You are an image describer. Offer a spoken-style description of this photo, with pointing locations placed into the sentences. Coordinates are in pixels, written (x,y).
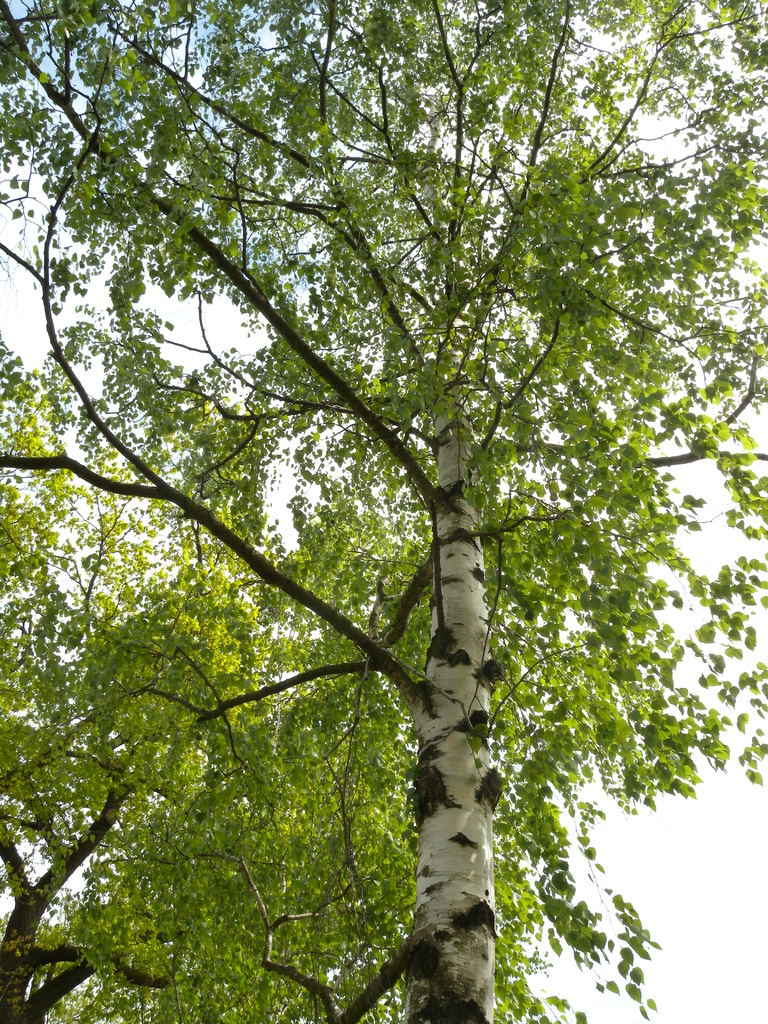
In this image we can see some trees (340,648) and the sky (284,504).
